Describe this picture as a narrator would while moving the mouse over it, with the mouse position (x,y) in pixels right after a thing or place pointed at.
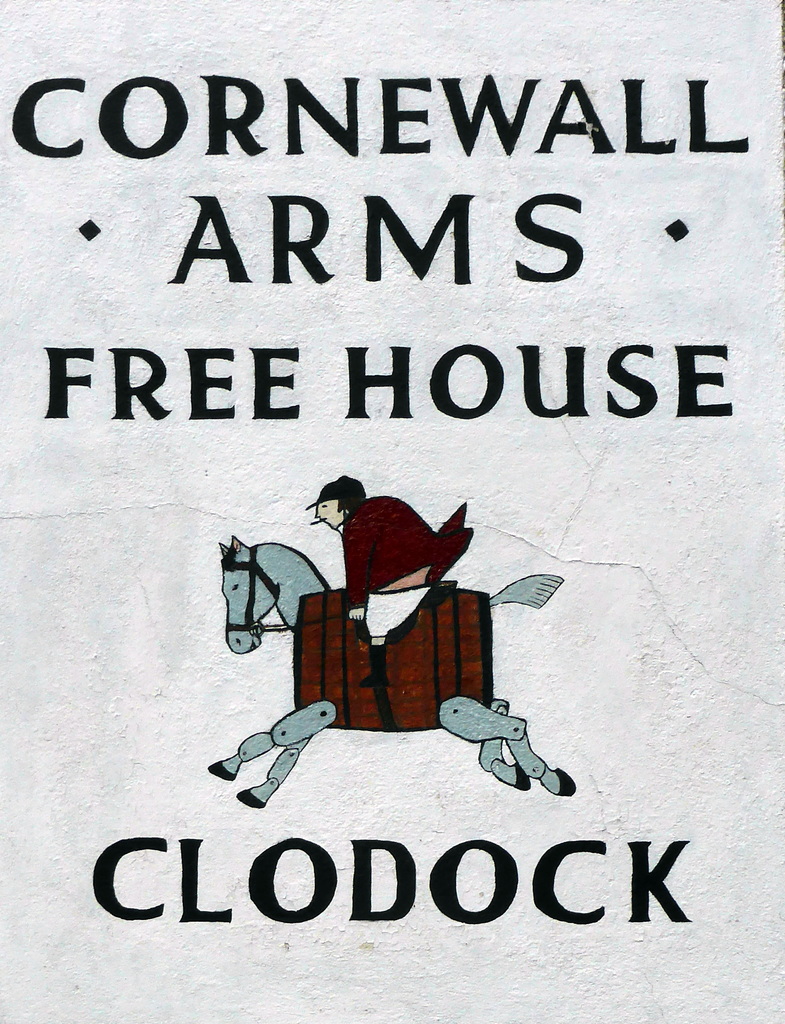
This is a poster. We can see a text (255,392) written on it. Here we can see a person (378,646) is riding a horse (315,625).
